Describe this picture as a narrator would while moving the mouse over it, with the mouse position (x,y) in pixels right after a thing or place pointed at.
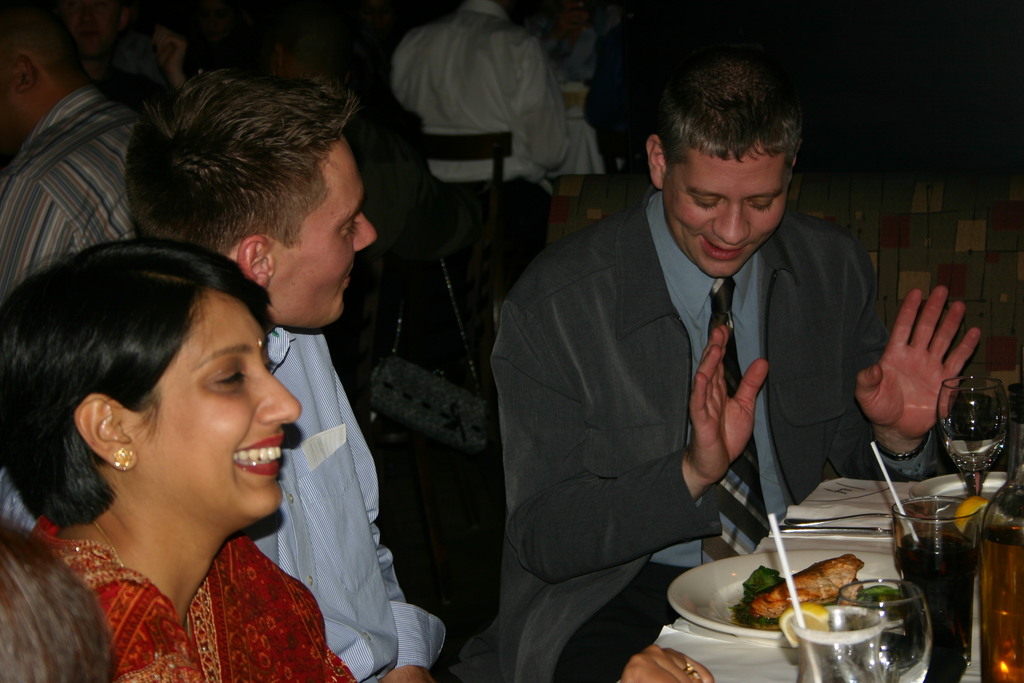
In this image we can see a group of people (543,327) sitting on chairs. One person (651,415) is wearing coat (776,319) and tie (755,522). To the right side of the image (724,582) we can see a table (855,508) on which group of bowls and glasses (891,639) are placed.
